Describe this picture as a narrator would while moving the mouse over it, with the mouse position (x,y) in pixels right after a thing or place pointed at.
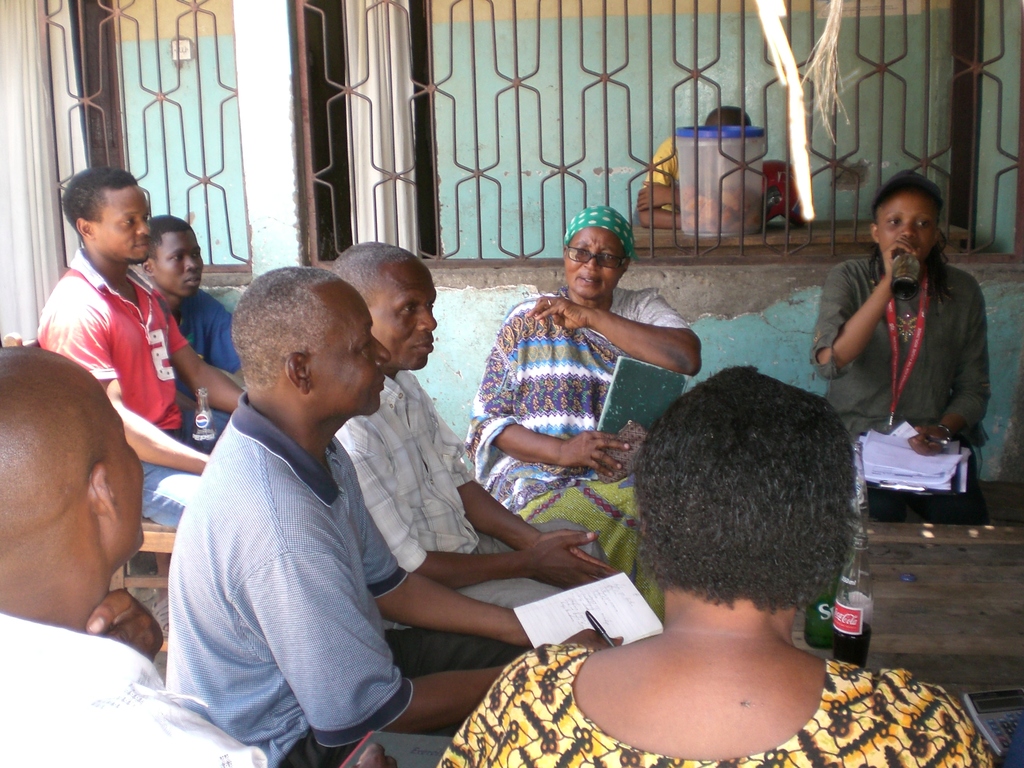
People (120,523) are sitting. There are glass bottles (850,632). A person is holding a book (626,393). A person (838,393) at the right (879,294) is wearing an id card (895,340). Behind them there is a fencing (424,35) and at the back (701,141) there is a plastic box (708,174) and a person (655,154) is present.
